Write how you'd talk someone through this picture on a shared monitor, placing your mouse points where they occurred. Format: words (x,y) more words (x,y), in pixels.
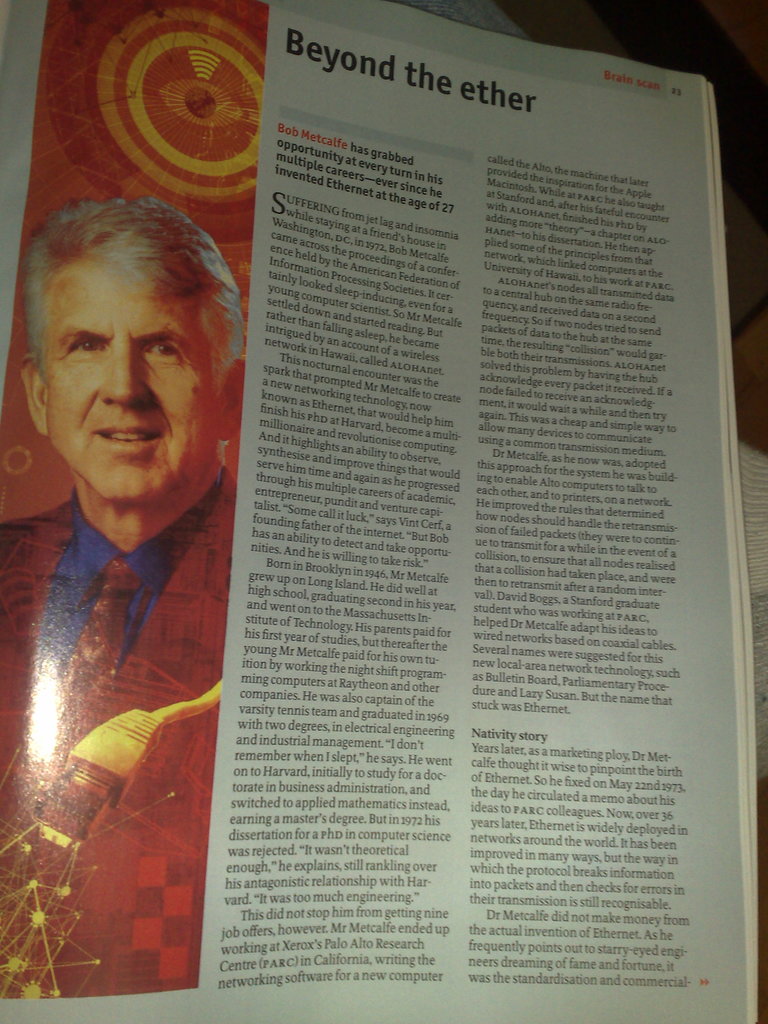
In this image I can see a page (242,450) in the book (239,331) where we can see image (168,108) of the person (18,738) and some text (612,514).
